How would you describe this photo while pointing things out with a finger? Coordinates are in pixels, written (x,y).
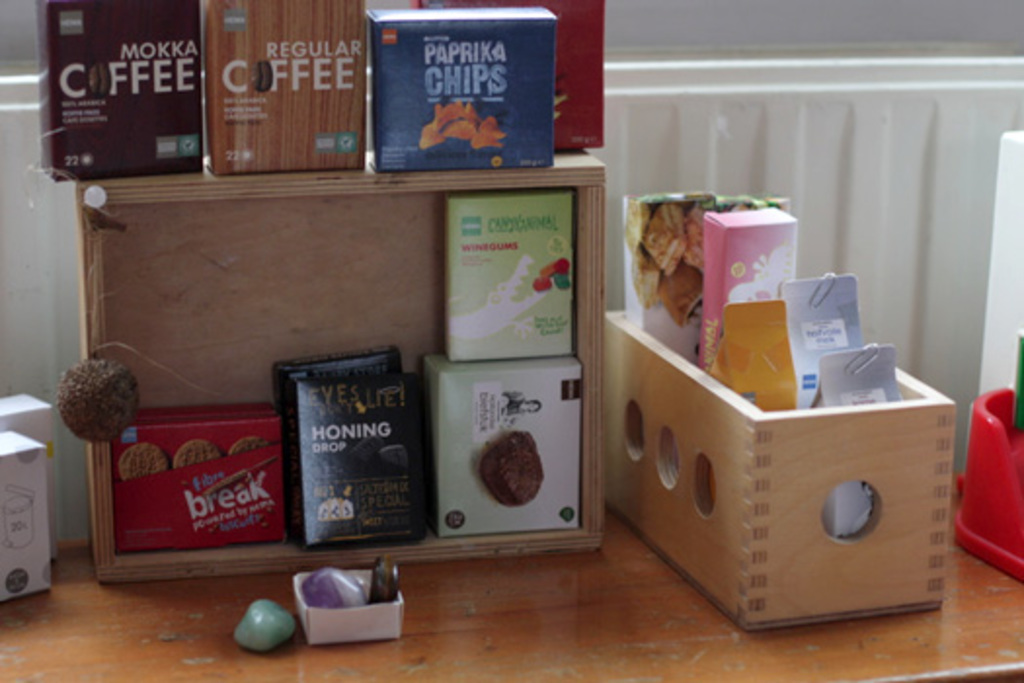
In this picture I can see boxes (103,151), there are two items (811,290) with the paper clips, there are stones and some other objects (1001,415) on the table (170,593), and in the background (857,218) there is a wall (807,12).
